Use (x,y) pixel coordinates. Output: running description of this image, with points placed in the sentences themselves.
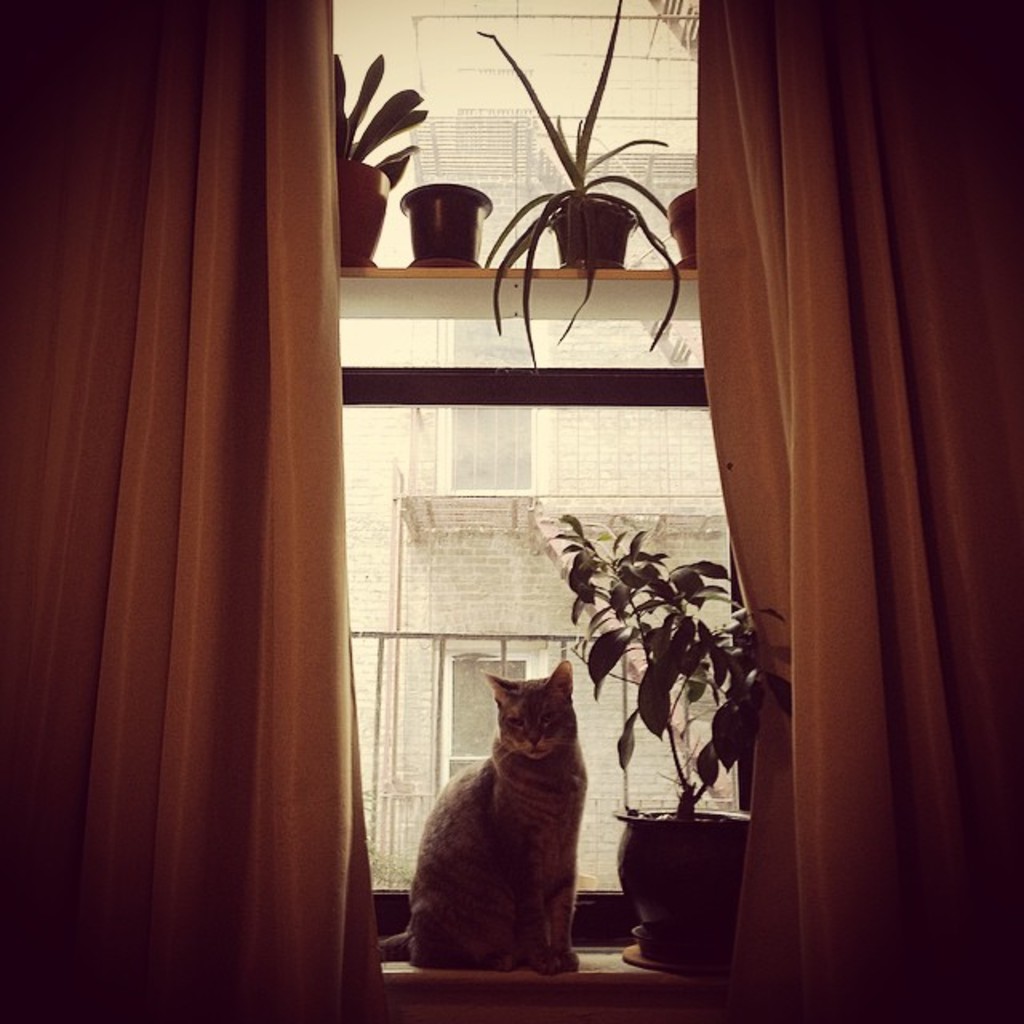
In this image in the middle (633,578) there is a cat (522,832) sitting on the window (599,885) and there are plants (665,681). There are curtains (728,489) on either side of this image.
